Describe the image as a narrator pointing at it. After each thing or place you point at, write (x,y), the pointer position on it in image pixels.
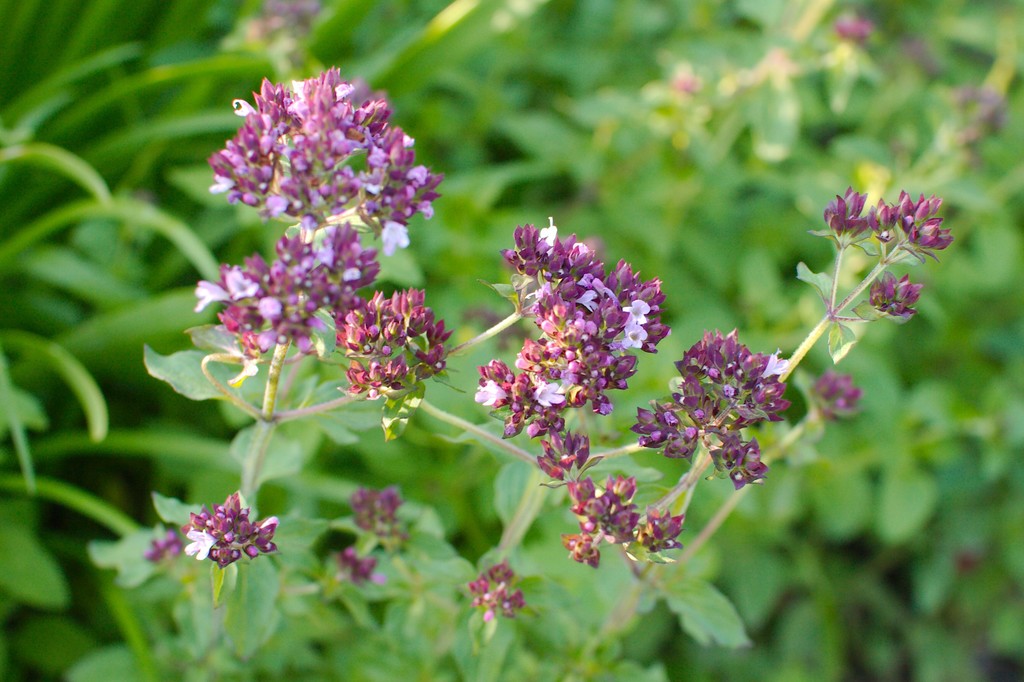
In the image we can see flowers (551,310), purple in color. This is a stem (273,404) of the flower (262,342) and the leaves (185,379), and the background (168,415) is blurred.
